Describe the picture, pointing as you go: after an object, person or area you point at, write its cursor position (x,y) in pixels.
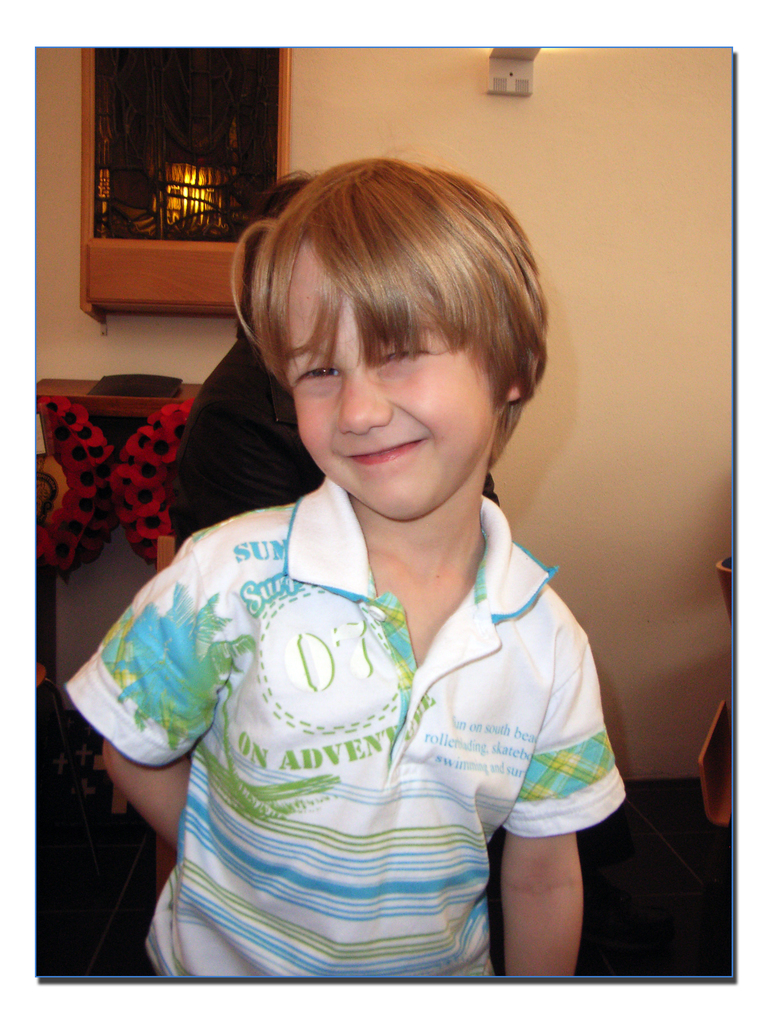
In the picture we can see a child (423,862) standing and smiling and a child (516,307) is wearing a white shirt (326,629) with some designs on it, in the background (604,488), we can see a wall (693,207) with a light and near to it we can see a table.
